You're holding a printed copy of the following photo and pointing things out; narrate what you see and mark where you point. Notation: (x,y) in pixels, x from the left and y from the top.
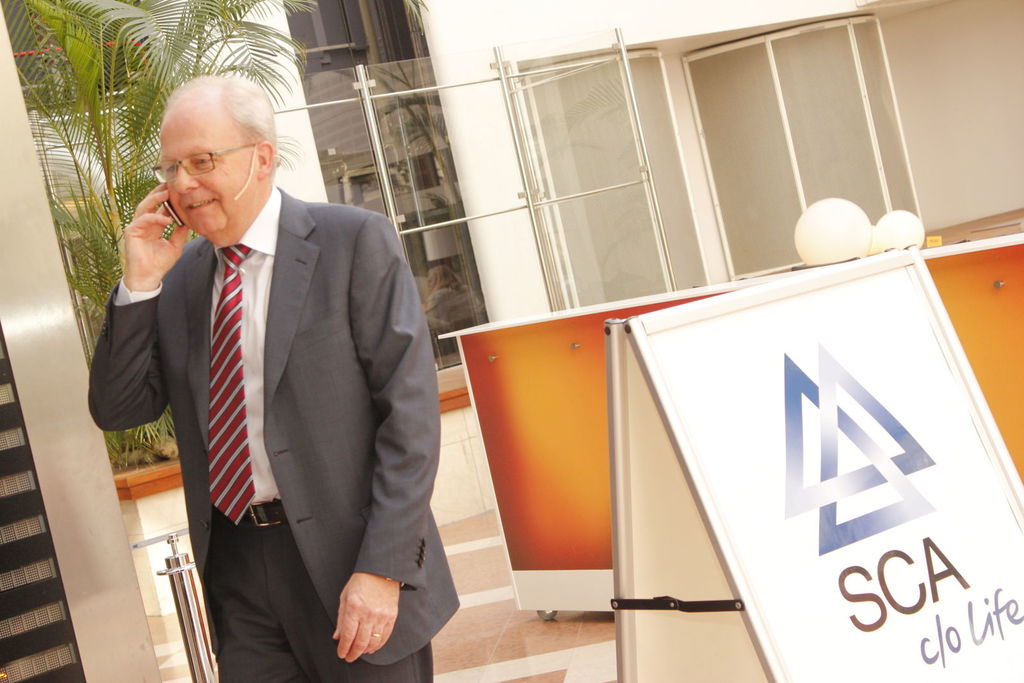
This picture seems to be clicked inside the room (503,324). On the left (308,301) there is a person (313,211) wearing suit (318,242), standing and seems to be talking on a mobile phone (179,222). On the right (753,457) we can see the text (929,568) on the banner (795,454) and we can see there are some objects (828,221) placed on the top of the table (527,419). In the background (460,42) we can see the wall (472,158), windows (752,153), house plant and some other objects (619,31).
